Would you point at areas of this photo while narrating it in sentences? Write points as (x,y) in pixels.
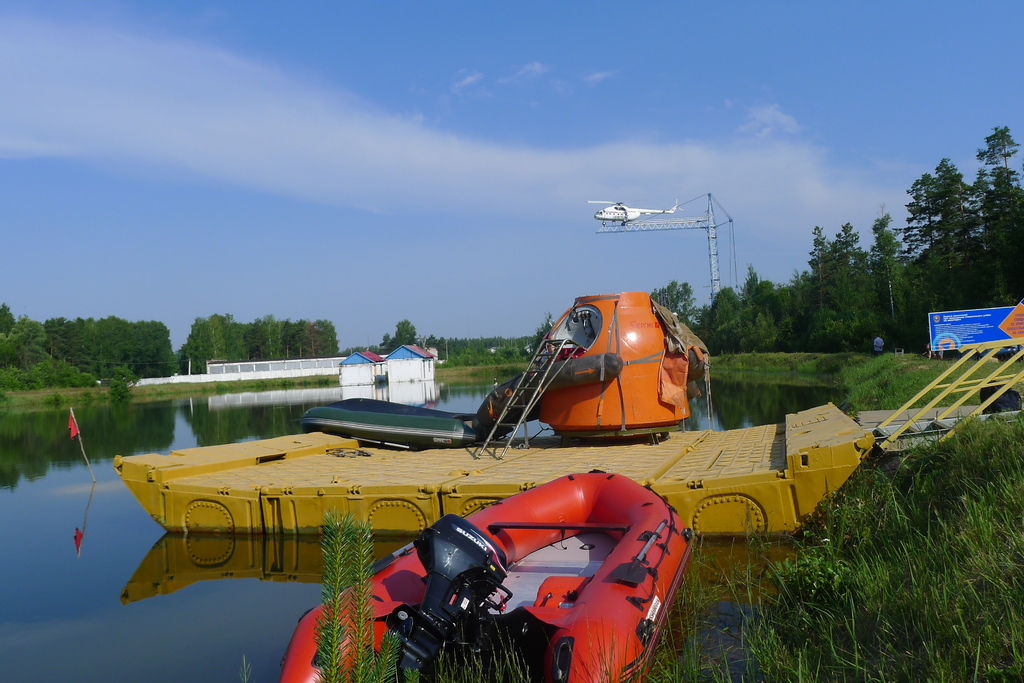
In this picture we can see boats (414,576), plants (682,641), rods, ladder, flag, banner (952,346), helicopter (633,217), tower (712,242), houses (368,374), fence (275,376), trees (276,337), water (91,570) and some objects (518,396) and a person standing and in the background (453,272) we can see the sky (442,104).
